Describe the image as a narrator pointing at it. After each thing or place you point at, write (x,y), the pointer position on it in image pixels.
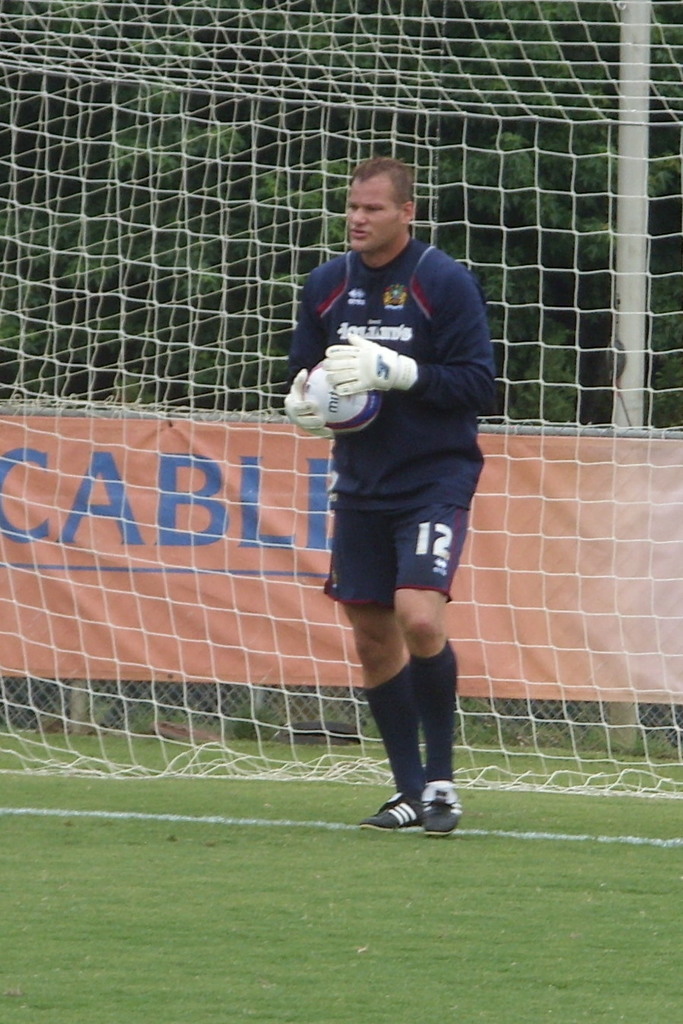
There is a man (325,431) holding a ball (342,403) in his hand (316,433). In the background (181,88) there is a net (181,88) and there are trees (159,284).
